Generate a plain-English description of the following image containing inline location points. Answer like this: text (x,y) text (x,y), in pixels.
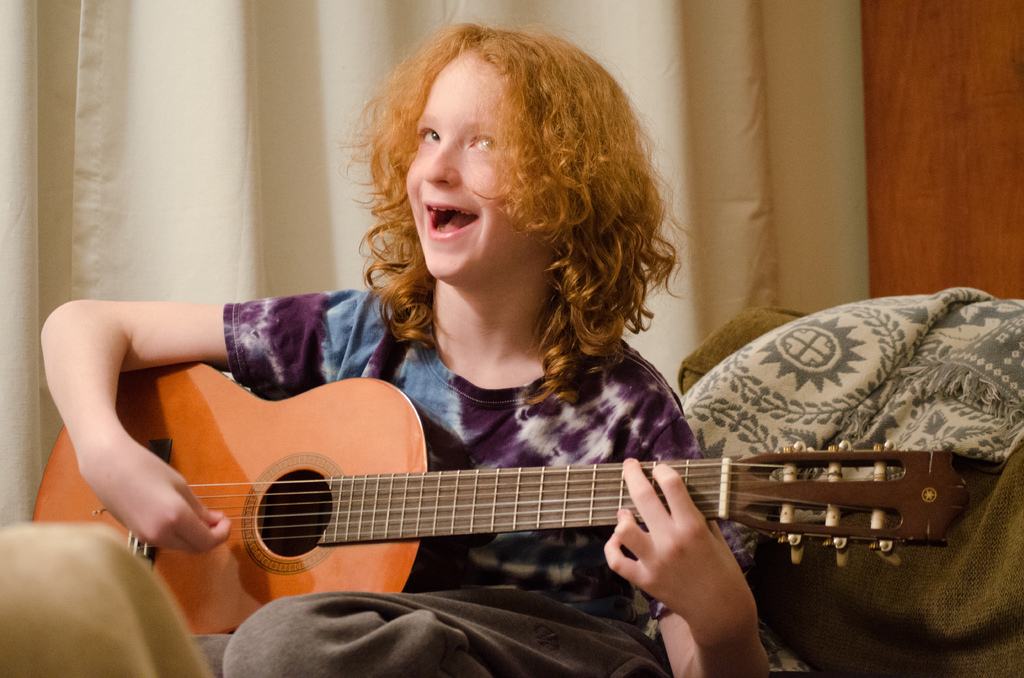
In the image we can see there is a girl (487,462) who is sitting and holding guitar (612,472) in her hand (679,491).
